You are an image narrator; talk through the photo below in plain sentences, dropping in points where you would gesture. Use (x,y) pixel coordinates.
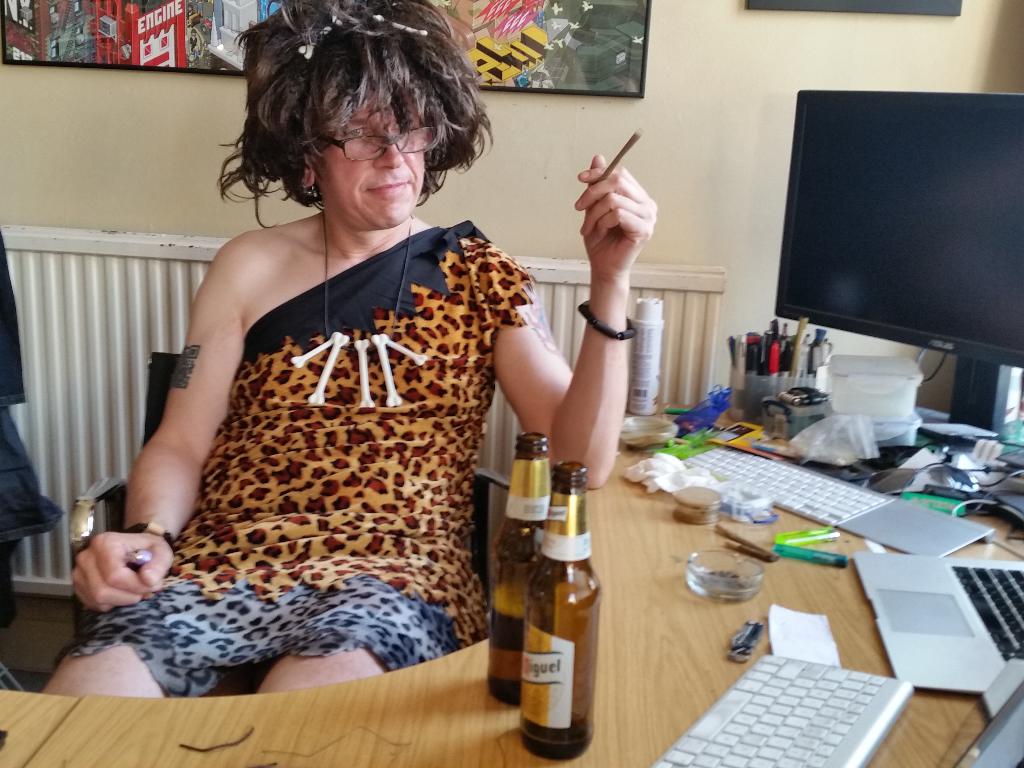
In the middle of the image (447,325) a woman (447,325) is sitting on a chair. Behind her there is a wall (964,49) on the wall (478,170) there is a frame (99,6). Bottom right side of the image (1010,619) there is a table (603,756) on the table (490,742) there are some keyboards (712,732), screen (959,196), laptop (1019,629), pens (754,362), bottles (582,539) and ash tray (706,578).
